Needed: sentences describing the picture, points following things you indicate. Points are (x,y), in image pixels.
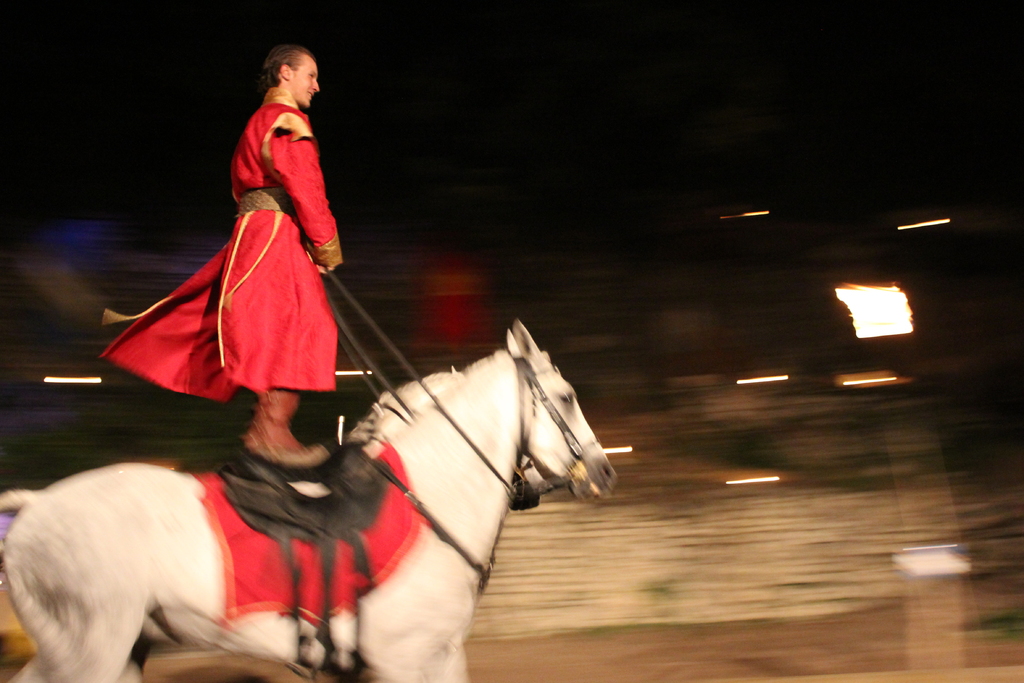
In this picture I can see there is man (306,172) standing on the horse (510,422) and riding the horse (212,616) and in the backdrop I can see there are lights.
